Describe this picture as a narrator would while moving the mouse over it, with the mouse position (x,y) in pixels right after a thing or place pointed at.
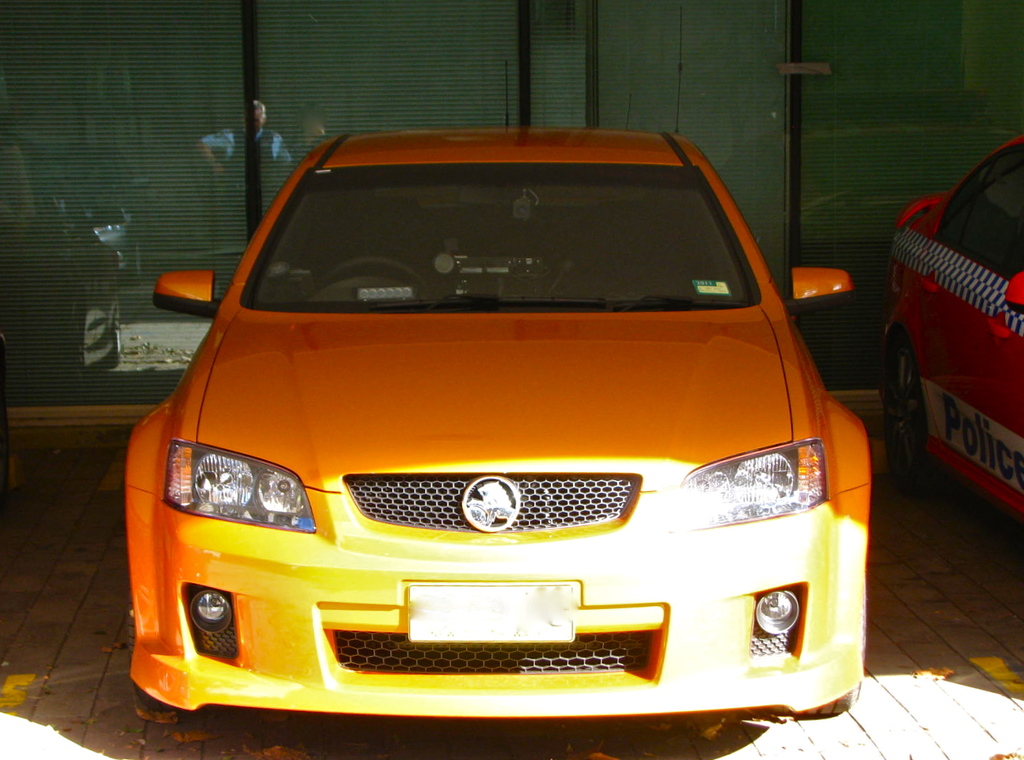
In the center of the image (655,449) we can see two cars (698,422) with different colors. In the background (153,146) there is a glass wall (316,109). Through the glass wall (205,145), we can see vehicles (112,274) and one person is standing.
